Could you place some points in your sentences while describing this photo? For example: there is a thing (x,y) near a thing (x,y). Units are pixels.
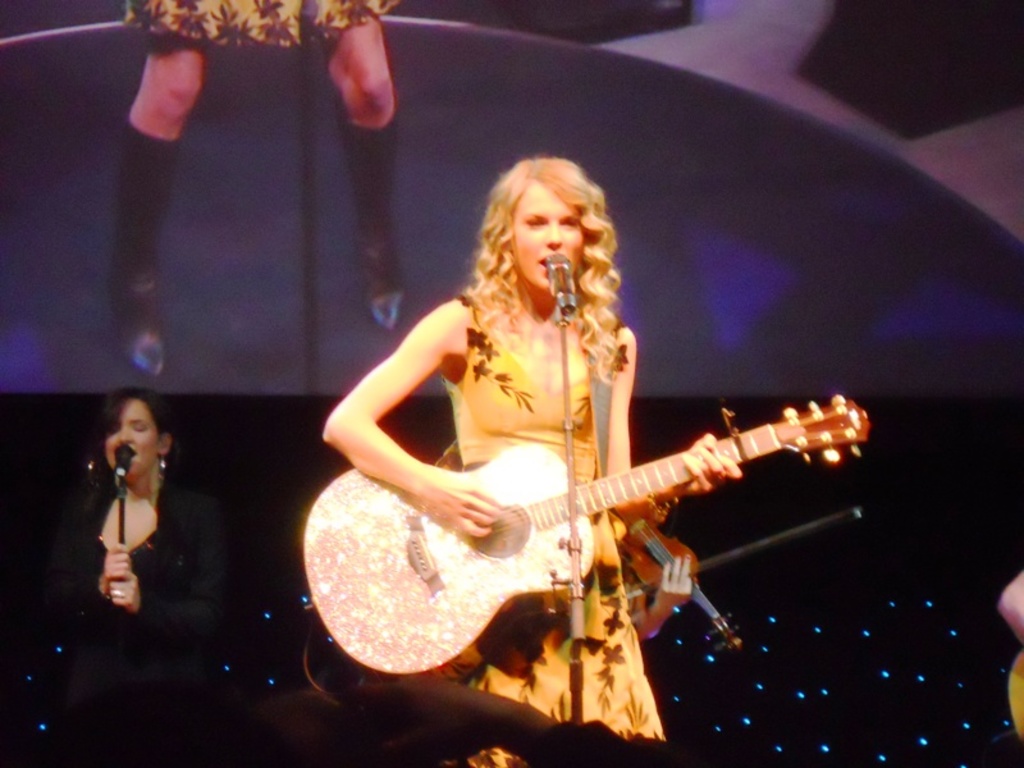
There is a woman (532,358) standing on the stage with a guitar (491,525) in her hand (716,448) in front of a microphone (554,284). She is singing playing that guitar (518,514). There are other women (127,517) behind her and she is singing. There is a screen (369,117) in the background (514,86) which shows the artists (144,256) on the screen (327,158).
